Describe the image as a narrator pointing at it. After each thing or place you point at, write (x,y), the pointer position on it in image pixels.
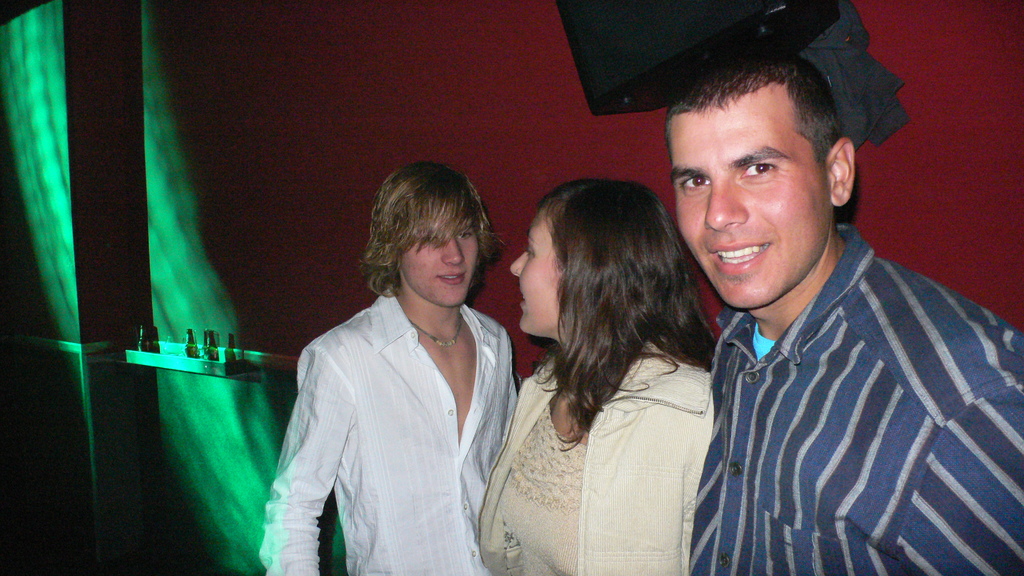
In this picture we can see three people (667,458) and in the background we can see the wall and some objects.
